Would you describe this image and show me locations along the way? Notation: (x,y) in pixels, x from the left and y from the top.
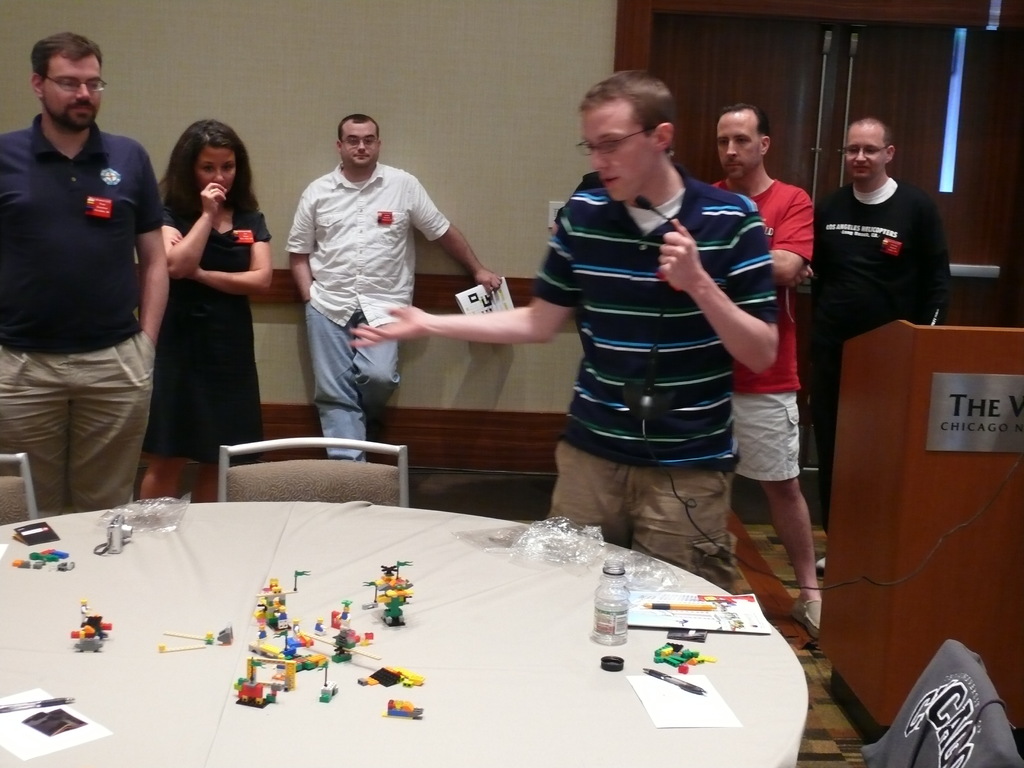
Here we can see a group of people (388,308) standing on the floor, and in front (239,519) here is the table (225,509) and toys (279,617) and some objects (565,542) on it, and here is the wall (523,185), and here is the door (848,62).
